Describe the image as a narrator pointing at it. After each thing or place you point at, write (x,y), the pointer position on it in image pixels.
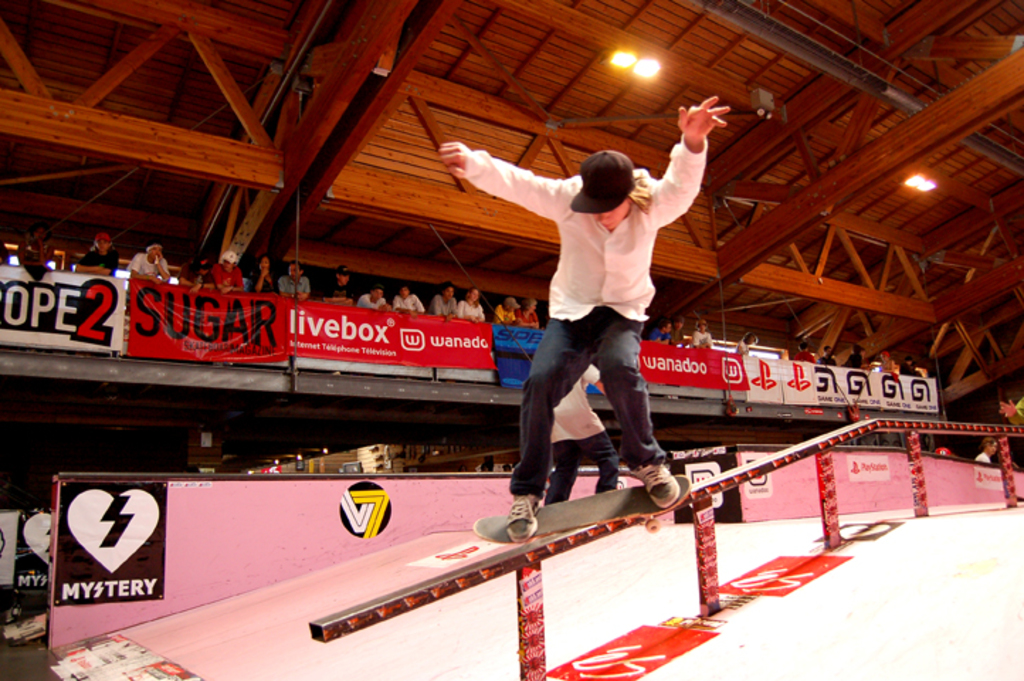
In this picture I can see a man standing on the skateboard (596,518) and skating on the metal rod (531,558) and I can see another man (590,438) in the back (93,326) and few banners (507,384) with some text (49,298) and I can see few people (34,267) standing and watching and I can see few lights (925,179) on the ceiling (947,161).
